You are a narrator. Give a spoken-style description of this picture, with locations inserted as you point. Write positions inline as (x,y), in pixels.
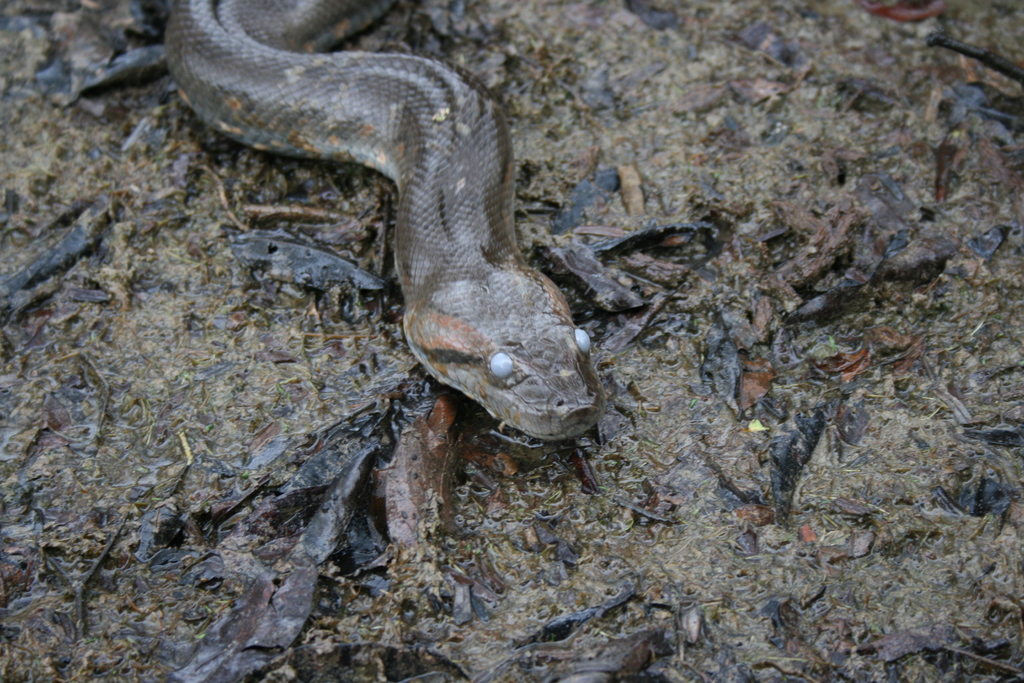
In this image we can see a snake (346,121) crawling on the ground (115,293).
